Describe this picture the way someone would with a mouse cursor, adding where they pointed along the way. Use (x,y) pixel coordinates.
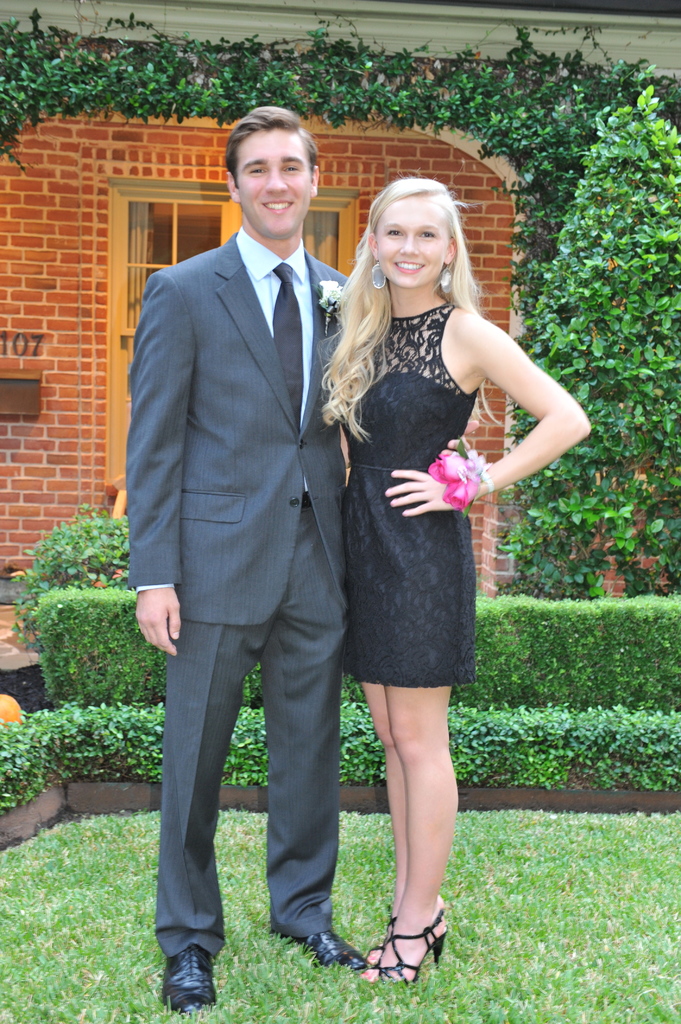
In this picture there is a man (303,358) who is wearing suit (261,509), trouser (275,816) and shoe (307,948). Beside him there is a woman (421,635) who is wearing black dress (395,646), band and sandal (437,916). Both of them are smiling. They are standing on the grass (81,944). Behind them I can see the plants (53,593) and trees (641,326). In the background (1,211) there was a building (30,201). On the left (113,413) there is a door (133,292).
